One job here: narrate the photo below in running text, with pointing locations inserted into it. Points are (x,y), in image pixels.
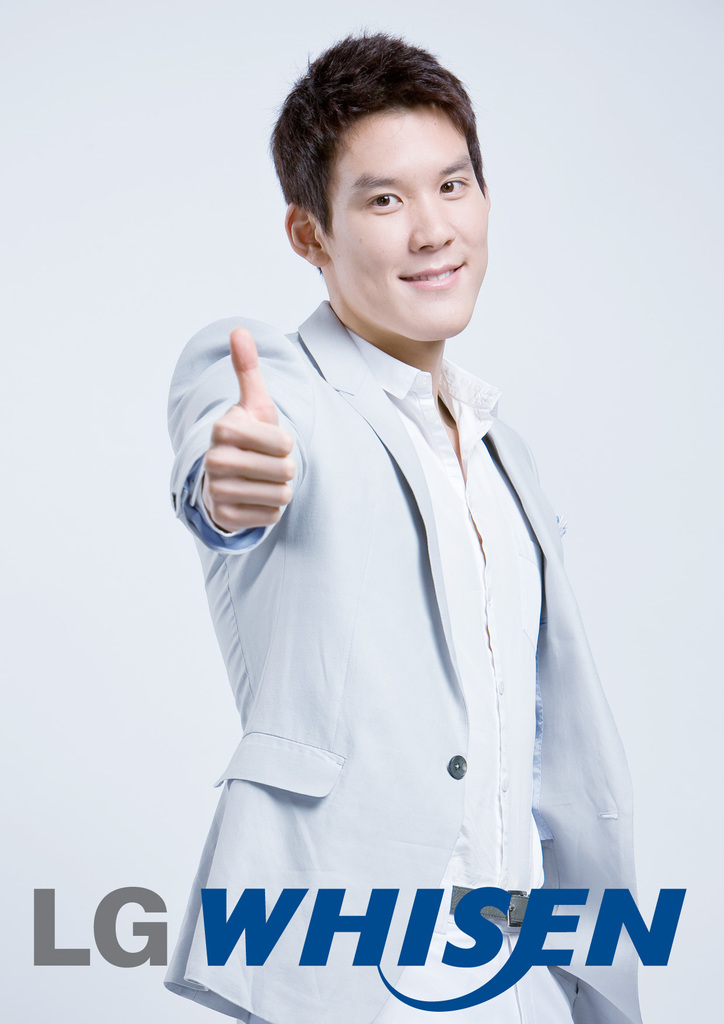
As we can see in the image there is a white color wall (80,622) and a man (359,430) wearing jacket (342,541).
